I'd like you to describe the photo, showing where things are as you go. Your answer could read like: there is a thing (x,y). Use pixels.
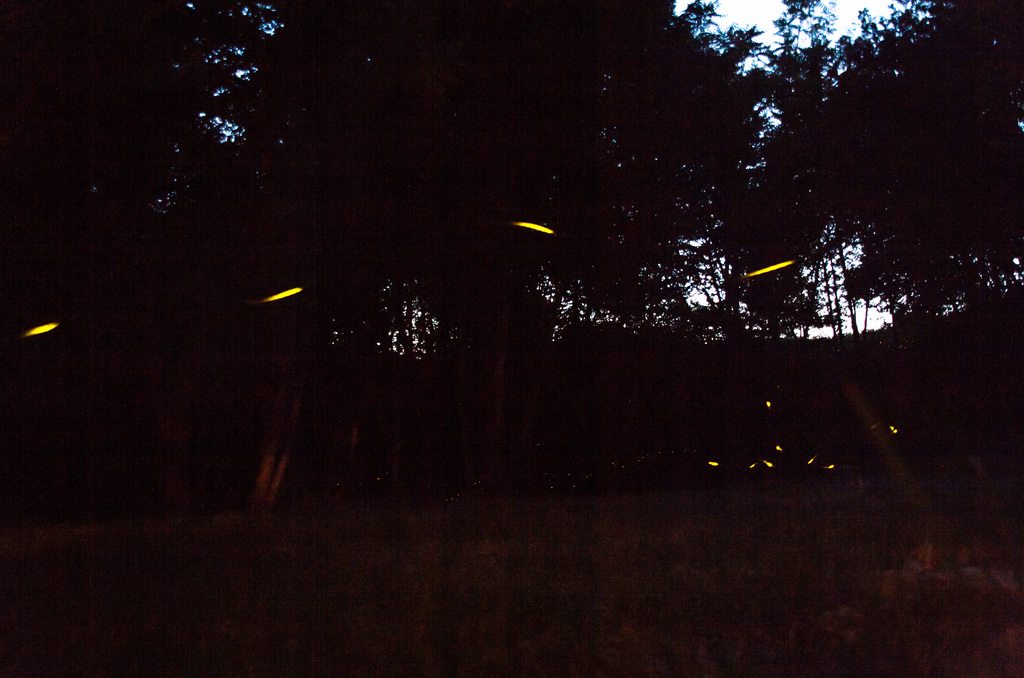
In this image we can see trees (640,374), grass (730,602), lights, and the sky (836,37).
